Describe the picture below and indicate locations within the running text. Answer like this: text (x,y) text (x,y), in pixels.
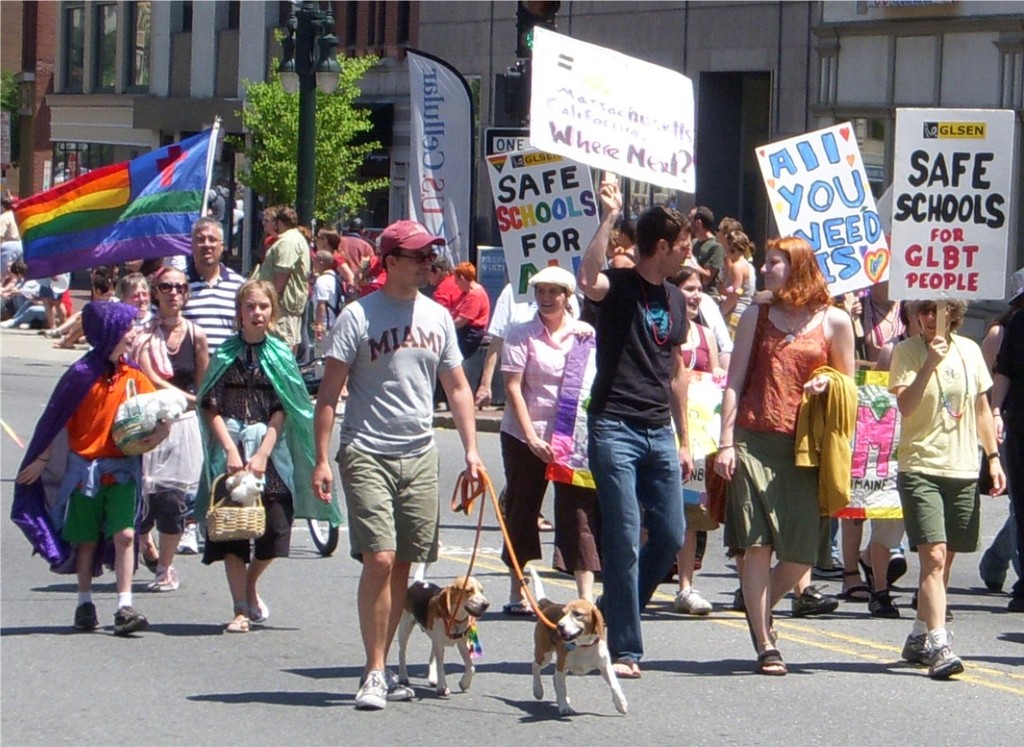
In the picture I can see people (389,673) among them some are sitting and some are walking on the road (485,521). Among these people (356,415) one person (229,269) is holding a flag (189,218) and others are holding placards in hands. I can also see dogs (413,614). In the background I can see buildings (399,103), trees (279,203), poles (300,225), banners (418,163) and some other objects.
